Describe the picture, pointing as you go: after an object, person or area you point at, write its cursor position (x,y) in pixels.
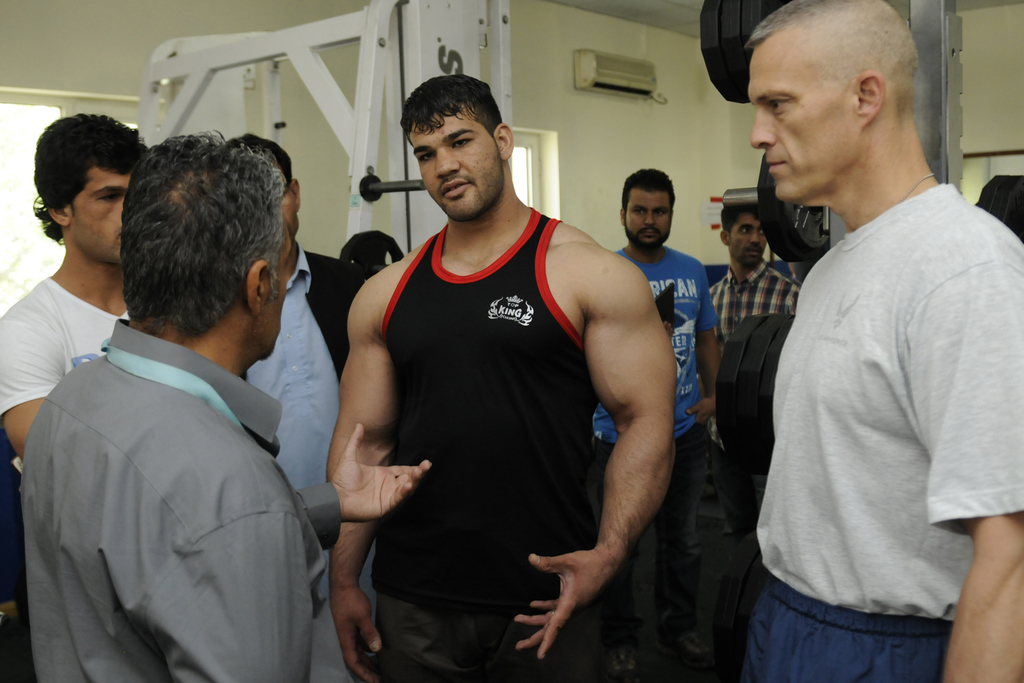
In this image we can see many people (682,441). There are few metallic objects (718,11) in the image. There is an object (632,73) on the wall (659,87). We can see a poster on the wall (671,81) at the right side of the image (704,211).
